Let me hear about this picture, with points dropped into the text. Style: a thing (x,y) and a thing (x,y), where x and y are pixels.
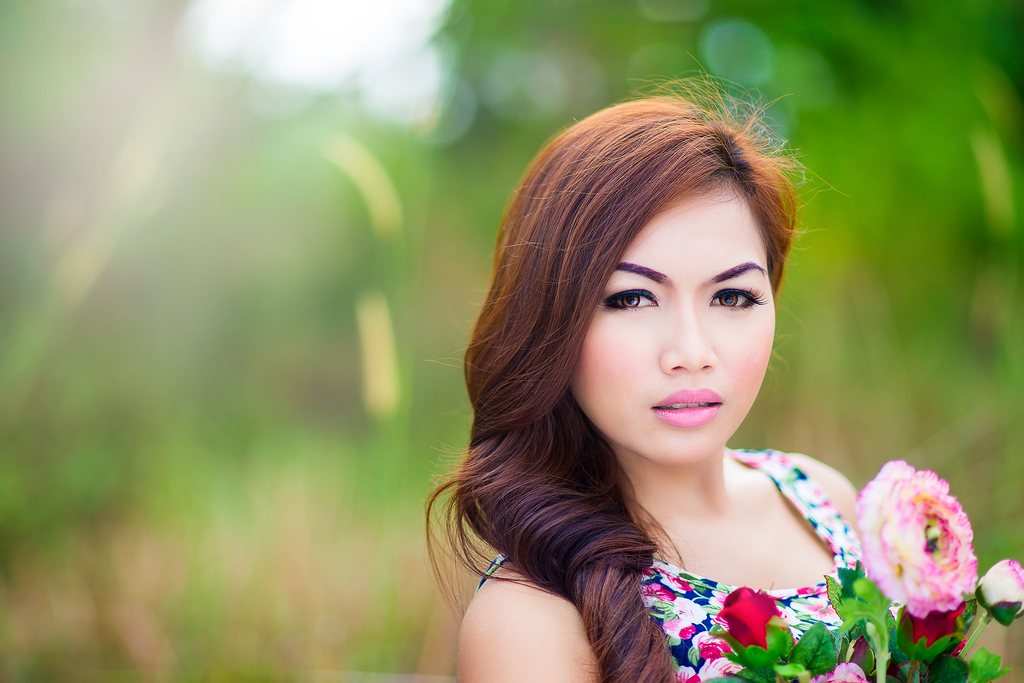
In this image we can see a woman (480,433) holding some flowers (754,653) and the background (385,480) is blurred.
